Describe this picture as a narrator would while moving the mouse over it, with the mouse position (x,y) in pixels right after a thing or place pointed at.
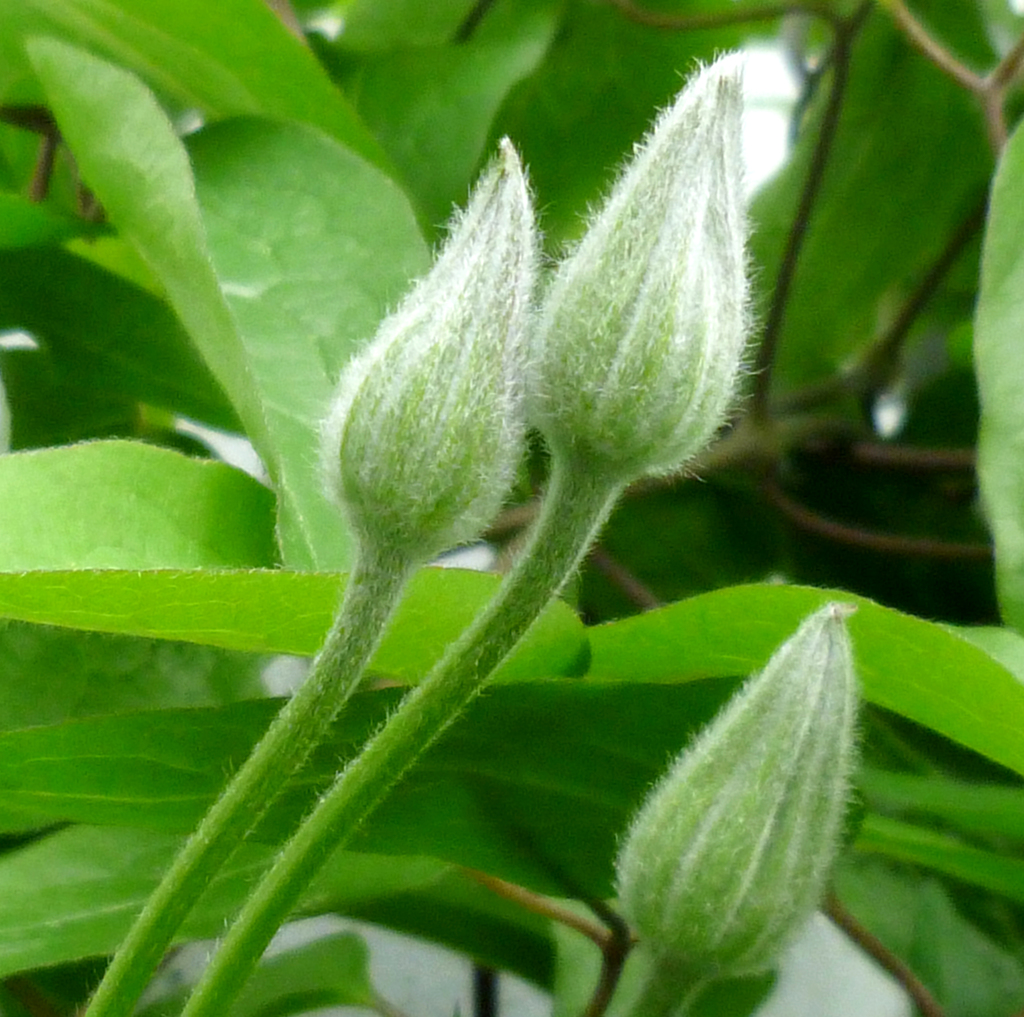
In this image in the foreground (498,444) there are buds (398,379), and in the background (756,652) there are leaves (172,381).
